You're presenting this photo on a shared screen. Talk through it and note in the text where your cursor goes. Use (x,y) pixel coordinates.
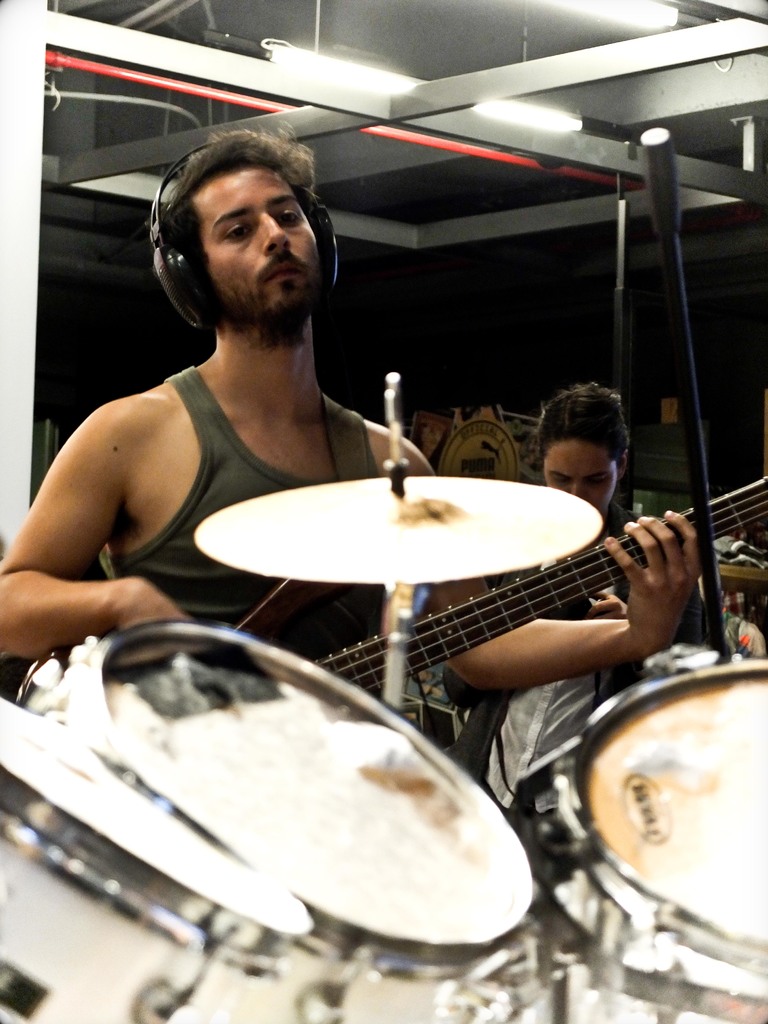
In this image I see a person (232,174) who is holding the guitar (579,562) and I see a woman (599,503) behind, I can also see there is a musical instrument (497,982) in front (493,970). In the background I see the lights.
